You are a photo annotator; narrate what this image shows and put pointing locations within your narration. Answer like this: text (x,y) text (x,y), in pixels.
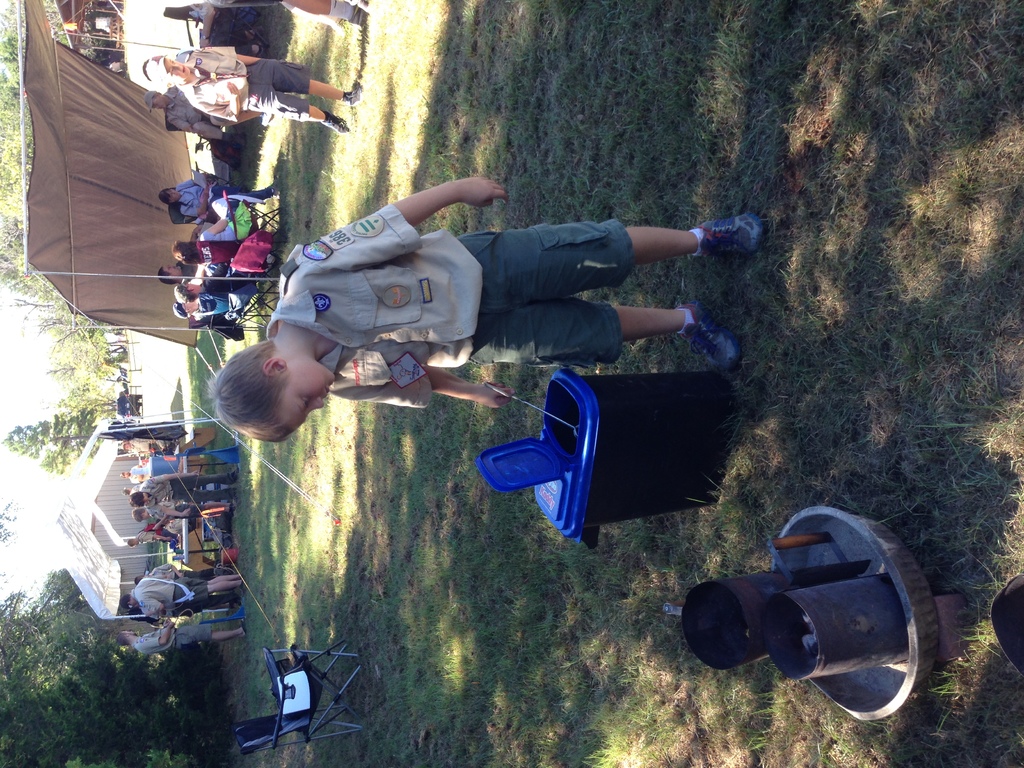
This image is clicked outside. There are so many persons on the left side (160,595). There is a kid (562,335) standing in the middle (500,266). There is a box (606,483) beside him. There is a chair (292,699) at the bottom (358,700). There are tents (110,222) on the left side (97,155). There are trees (58,436) on the left side (85,653).
